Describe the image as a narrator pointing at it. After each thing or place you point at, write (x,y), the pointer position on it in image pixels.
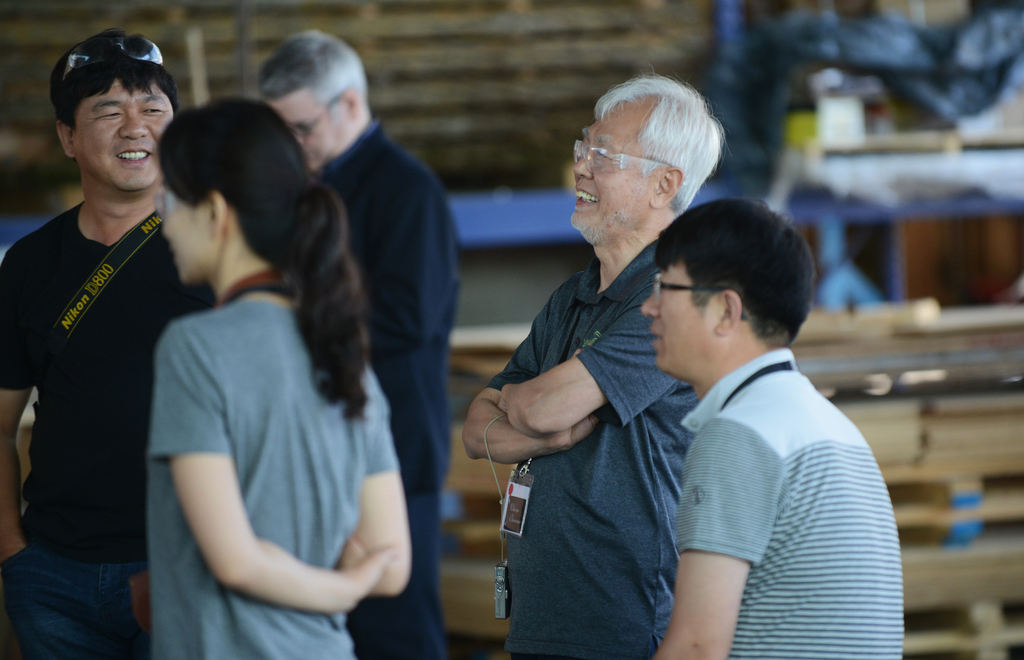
In this image I can see few persons (133,401) are standing on the ground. In the background (506,97) I can see few wooden objects (484,28) and few other objects (897,161) which are blurry.
